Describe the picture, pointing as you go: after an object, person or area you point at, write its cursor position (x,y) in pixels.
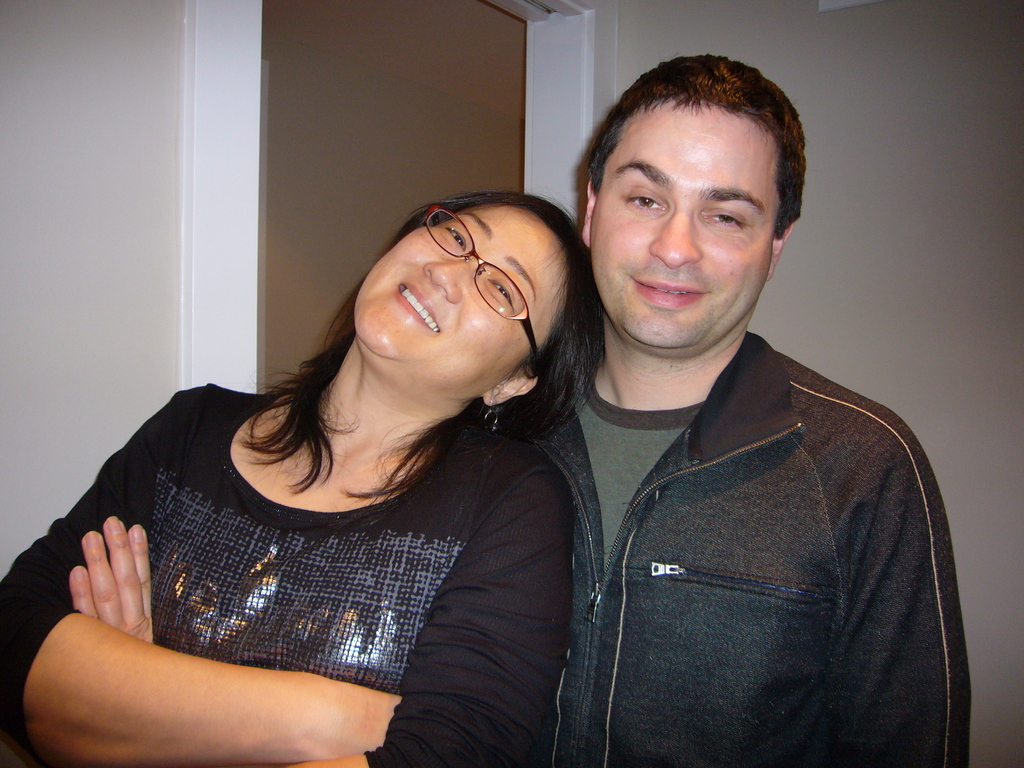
In this image we can see two persons (450,499) standing and smiling, among them one person (454,279) is wearing spectacles (504,304), in the background (339,130) we can see a door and the wall (875,87).
